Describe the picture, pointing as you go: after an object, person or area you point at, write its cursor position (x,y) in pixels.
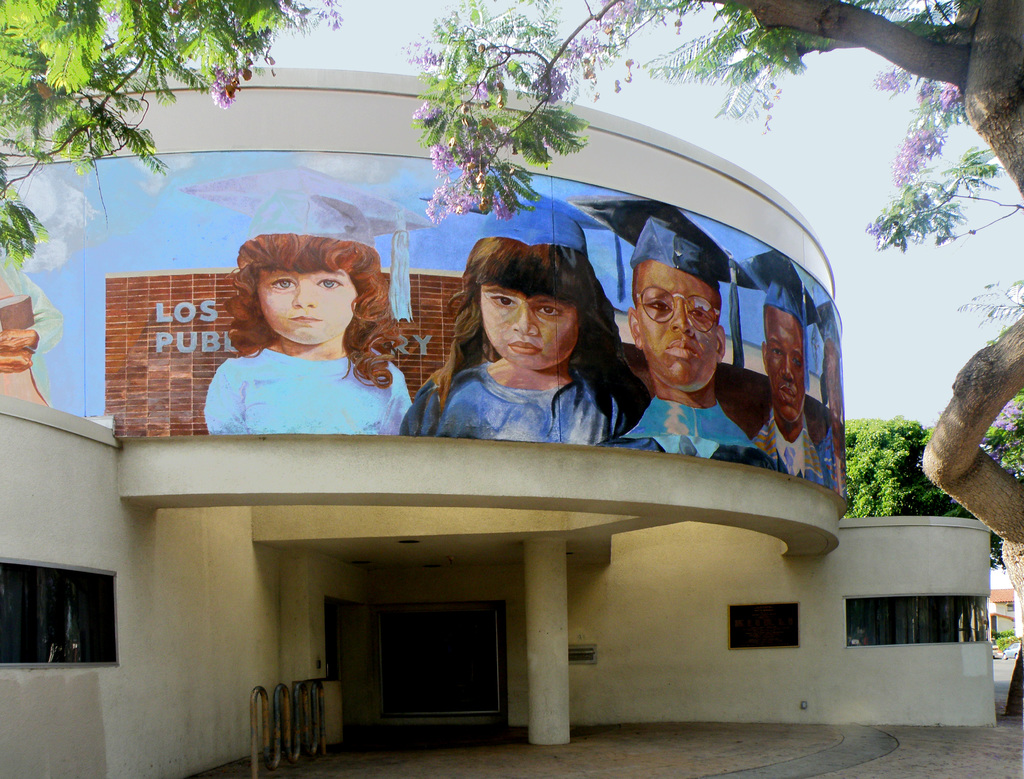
In the image there is a building (243,274) and there are few paintings (462,295) of the children (462,295) on the building (924,563), there is a tall tree (1020,349) with purple flowers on the right side (985,399).
